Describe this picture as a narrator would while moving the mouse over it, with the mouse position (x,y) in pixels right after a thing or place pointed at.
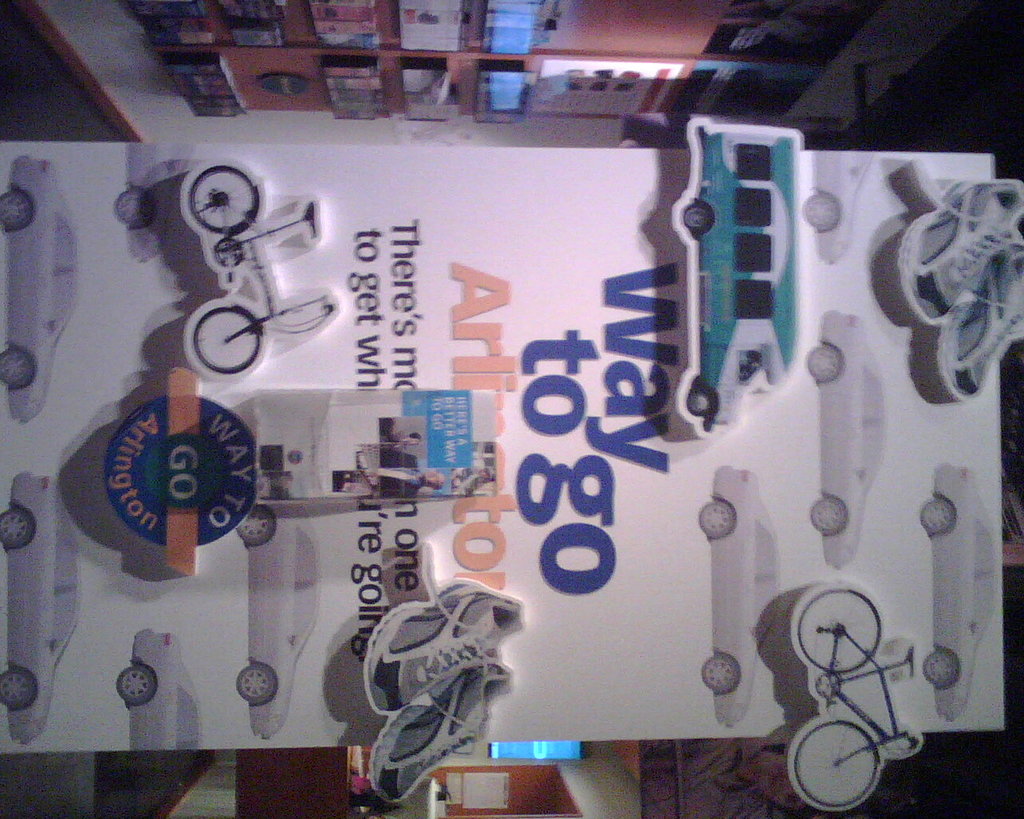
This picture shows the inner view of a room (291,123). There is one board (478,326) decorated with some paper toys (234,342) and some text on it. So many different kinds of objects (331,91) attached to the wall (121,81), one banner (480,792), some objects (446,789) are on the surface (22,799) and some objects (354,798) are on the table (300,785).
